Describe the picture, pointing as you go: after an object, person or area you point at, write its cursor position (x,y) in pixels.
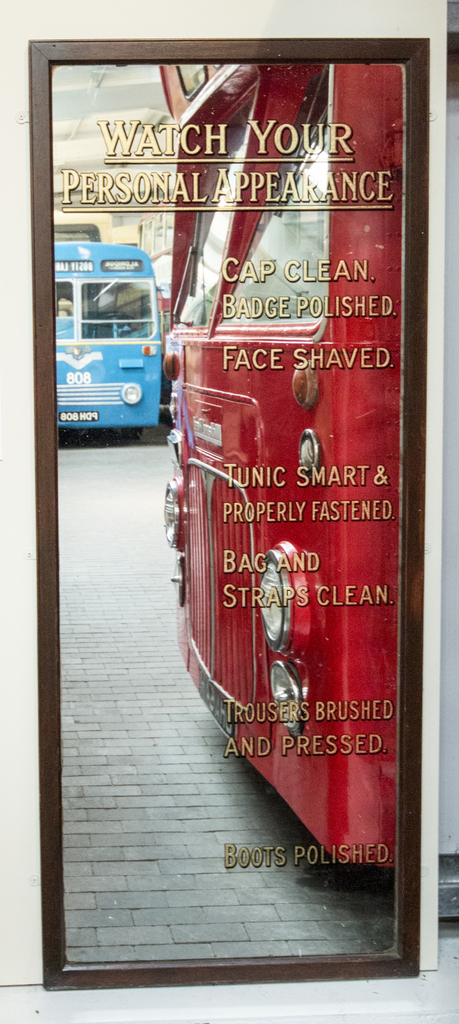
In this image we can see there is a mirror (207,601), on the mirror (216,809) there are two buses (203,504) parked and there is some text (237,601) on it.
